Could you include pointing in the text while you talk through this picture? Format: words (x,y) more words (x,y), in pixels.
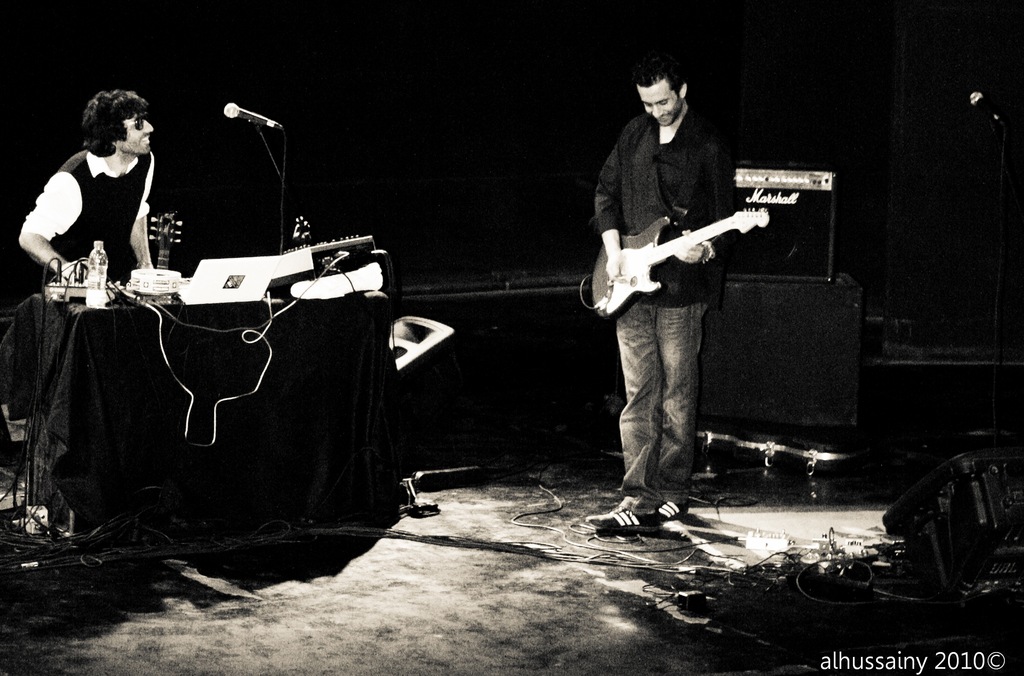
This is a black and white picture. There are two persons (651,205) standing on stage (282,638) and playing different music instrument (627,258). The man (94,196) in white and black dress (97,199) was standing in front of the man (109,208) there is a table (108,376) covered with a cloth (105,367) on the table (109,356) there are bottle (93,272), board (210,264), cables (80,269) and a microphone (240,117) with a stand (259,126). Background of this people (37,216) is in black color.
